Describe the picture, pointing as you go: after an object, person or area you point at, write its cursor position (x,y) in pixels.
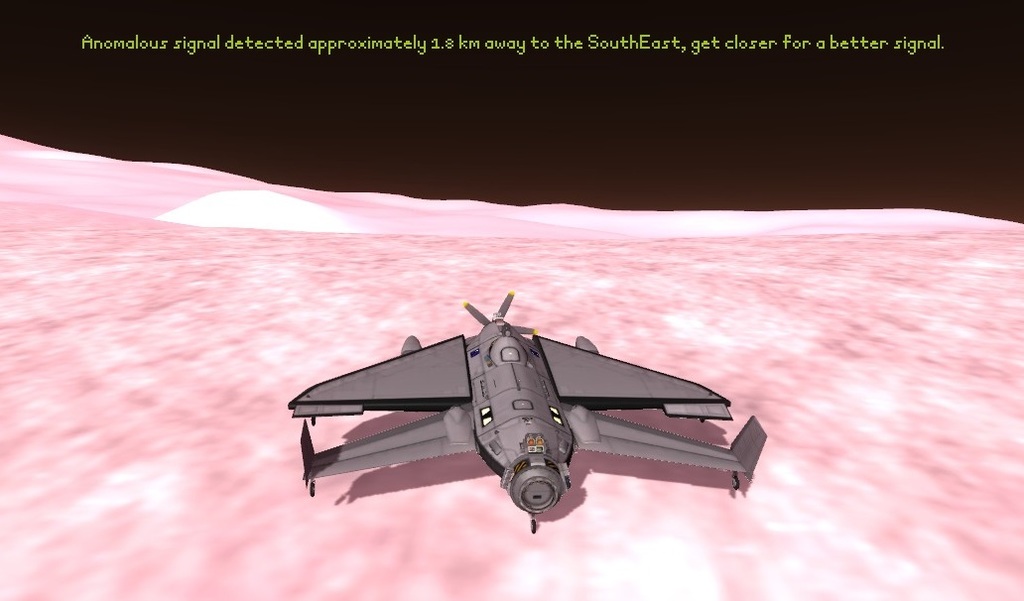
This is an animated image. In this image we can see an airplane (683,381) and text (213,40) at the top (199,45).
